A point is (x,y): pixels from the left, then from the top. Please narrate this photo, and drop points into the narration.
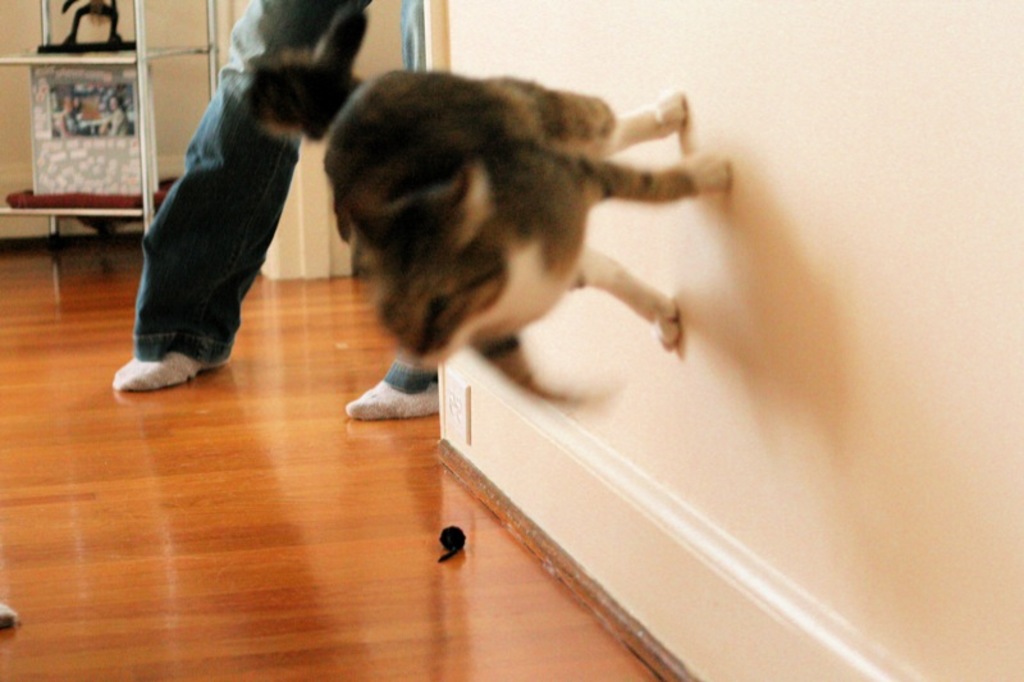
In this image I can see an animal (447,201). I can see a person's leg (379,391).
